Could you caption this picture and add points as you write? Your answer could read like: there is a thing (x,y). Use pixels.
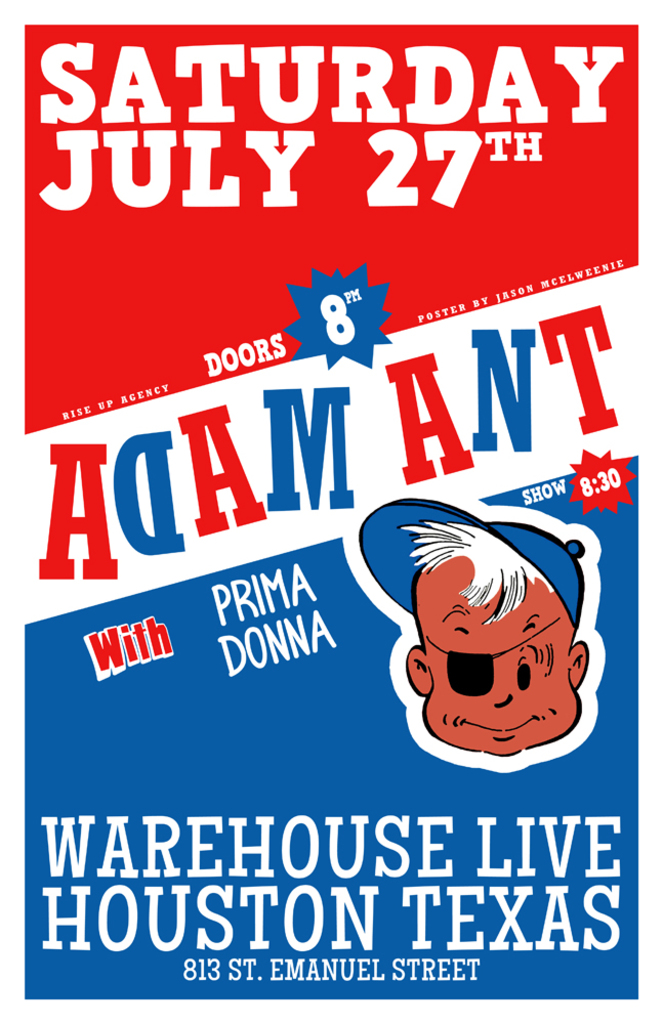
This picture is consists of a poster (512,695) in the image.
